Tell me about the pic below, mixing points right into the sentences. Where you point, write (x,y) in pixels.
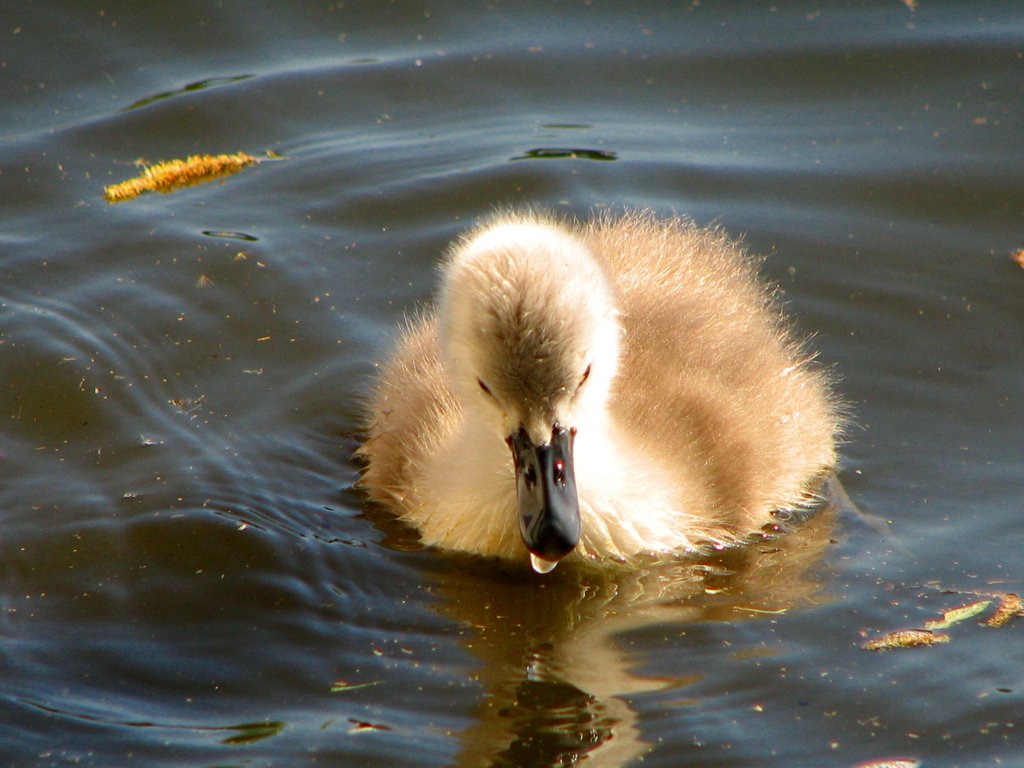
This picture contains a duck (674,397) swimming in the water (301,634) and it is white in color.
